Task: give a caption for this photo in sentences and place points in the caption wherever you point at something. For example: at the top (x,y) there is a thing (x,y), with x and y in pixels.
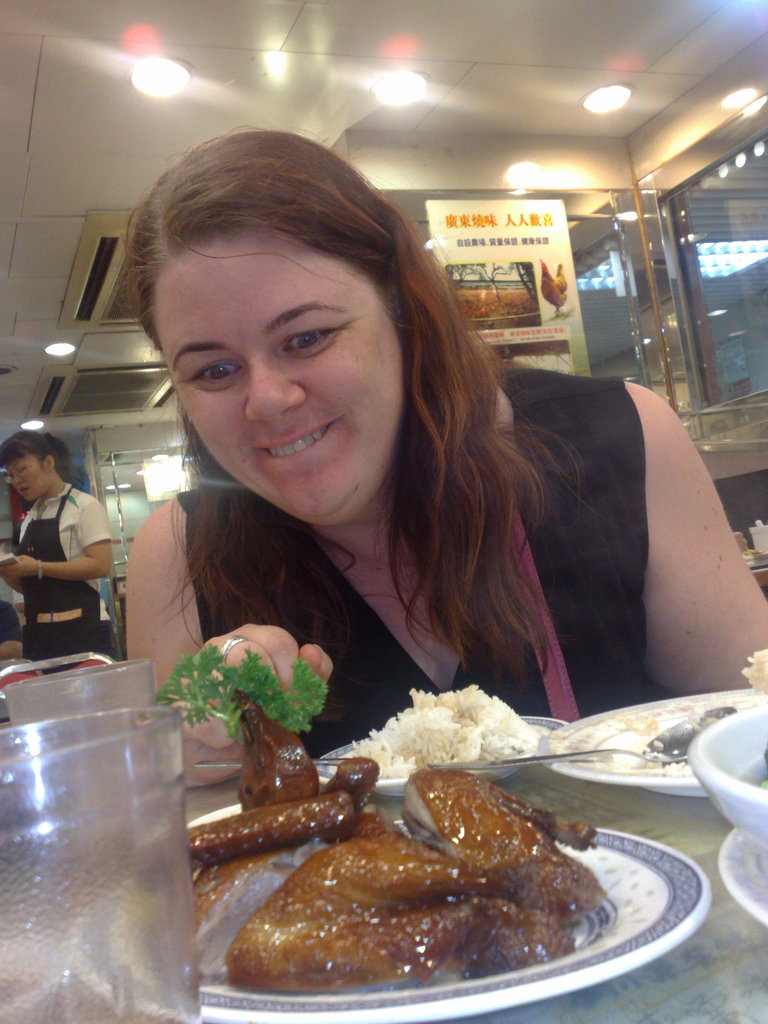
In the foreground of the image (440,778) there are food items (359,825) on the plate (694,888). There is a table (643,986). There is a glass (165,728). There is a lady (411,631). At the top of the image (273,18) there is ceiling (116,44) with lights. There is a glass (724,236). There is a poster (484,256) on the glass (717,191). There is a lady (58,445) standing to the left side of the image (50,601).
